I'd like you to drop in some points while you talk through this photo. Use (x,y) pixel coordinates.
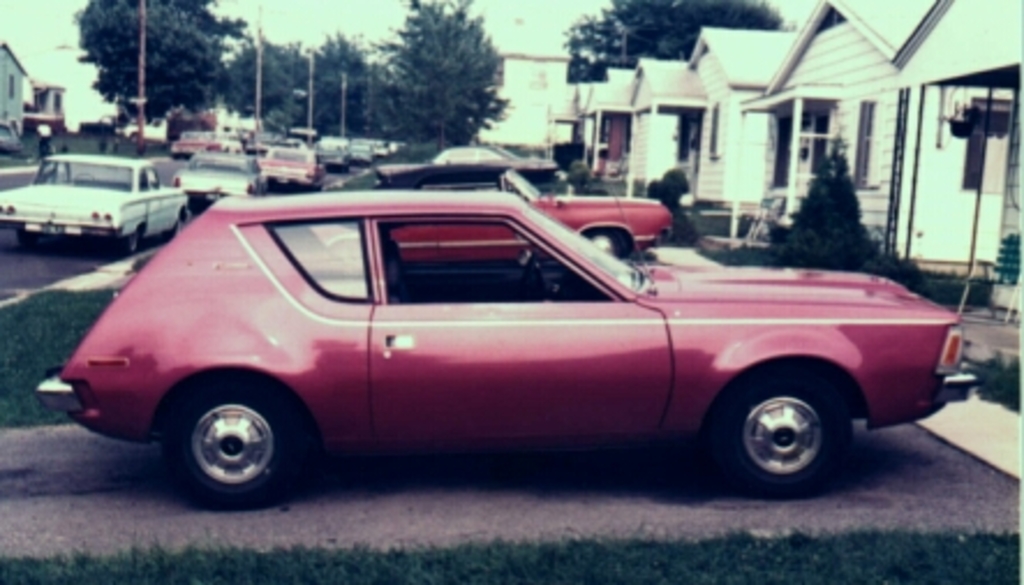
In this image I can see vehicles (366,284) and houses (708,157). Here I can see poles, trees (240,102) and the sky (71,66). I can also see the grass (49,416).
